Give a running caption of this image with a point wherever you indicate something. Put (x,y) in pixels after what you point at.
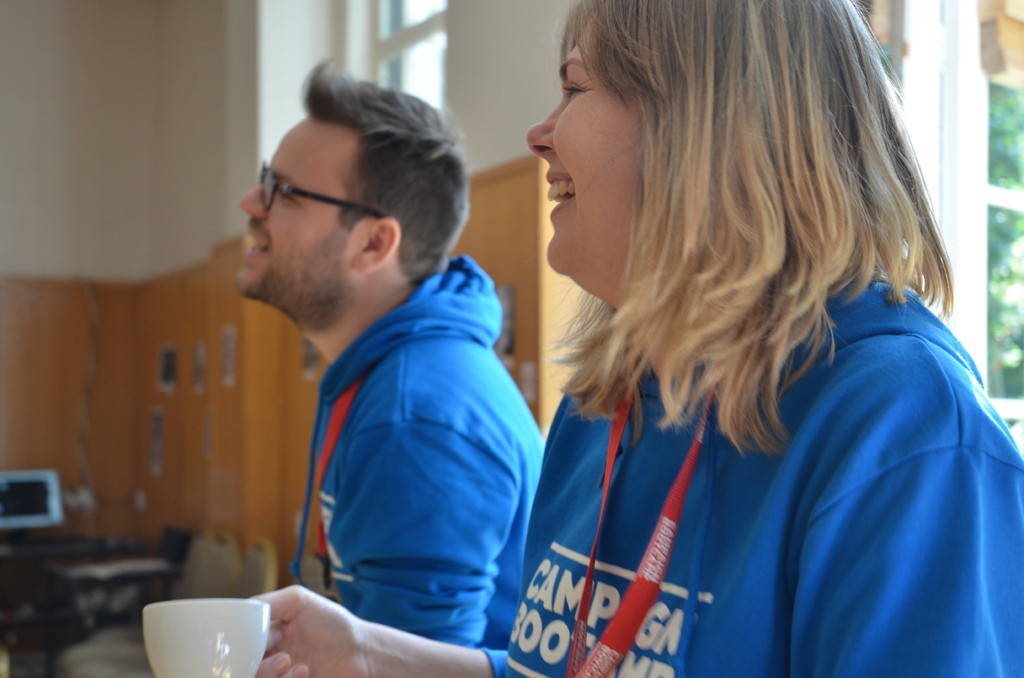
In this picture there is a woman (849,443) who is wearing blue t-shirt (827,539) and holding a teacup (204,670). Beside her there is a man (330,210) who is wearing spectacle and blue hoodie (393,519). On the right (1017,130) I can see the trees (1002,138) and sky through the window (975,310). On the left (30,486) there is a laptop (36,498) and other objects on the table (50,545), beside that I can see the chairs (214,581). At the top (390,51) I can see the window (398,40).
